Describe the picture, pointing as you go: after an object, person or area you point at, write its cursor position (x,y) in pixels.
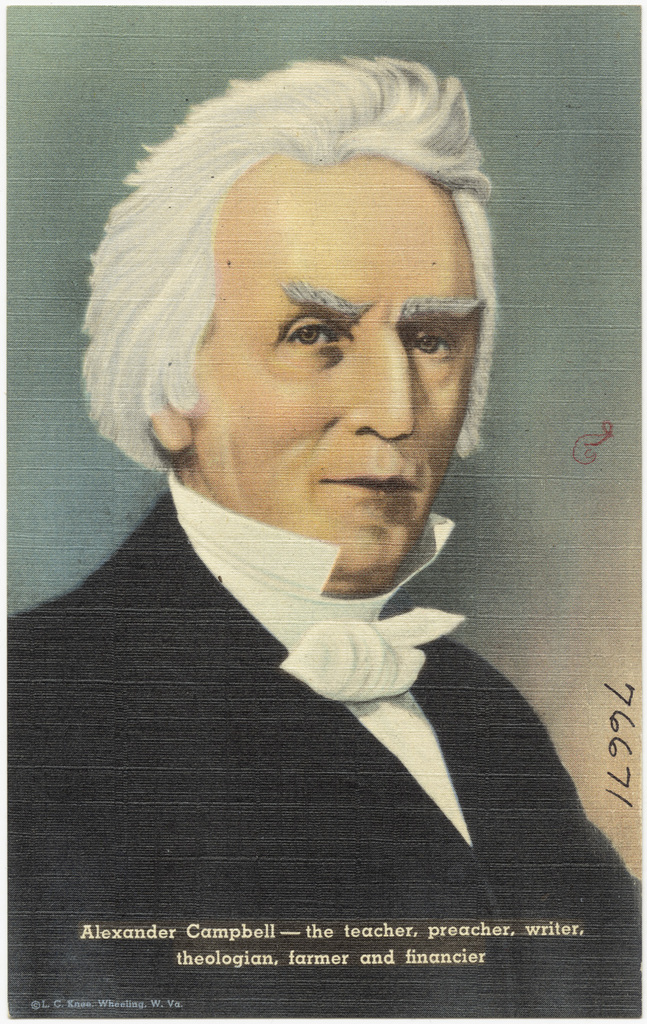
In this picture we can see the photograph (385,844) of a man (405,208) and there is something written.
